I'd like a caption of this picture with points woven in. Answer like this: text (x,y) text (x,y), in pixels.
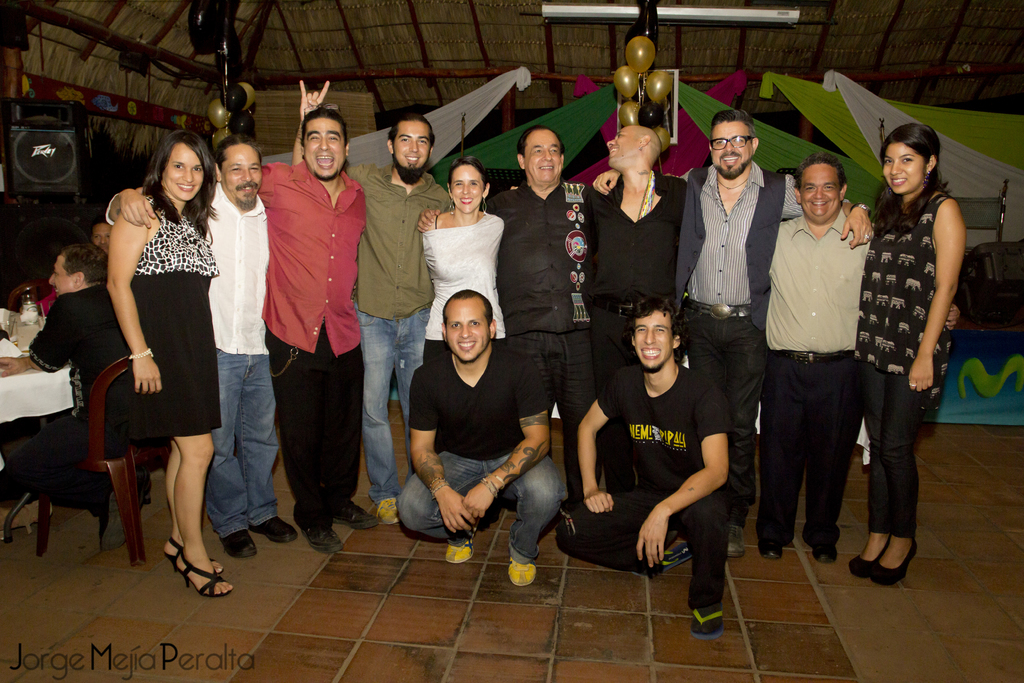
In this image, we can see persons (441,326) wearing clothes (157,344). There is a person (99,338) on the left side of the image (122,367) sitting on a chair (123,476) in front of the table (18,390). There are balloons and some clothes (598,118) at the top of the image (608,115). There is a text (99,662) in the bottom left of the image (99,662). There is a speaker (54,170) in the top left of the image (43,127).
